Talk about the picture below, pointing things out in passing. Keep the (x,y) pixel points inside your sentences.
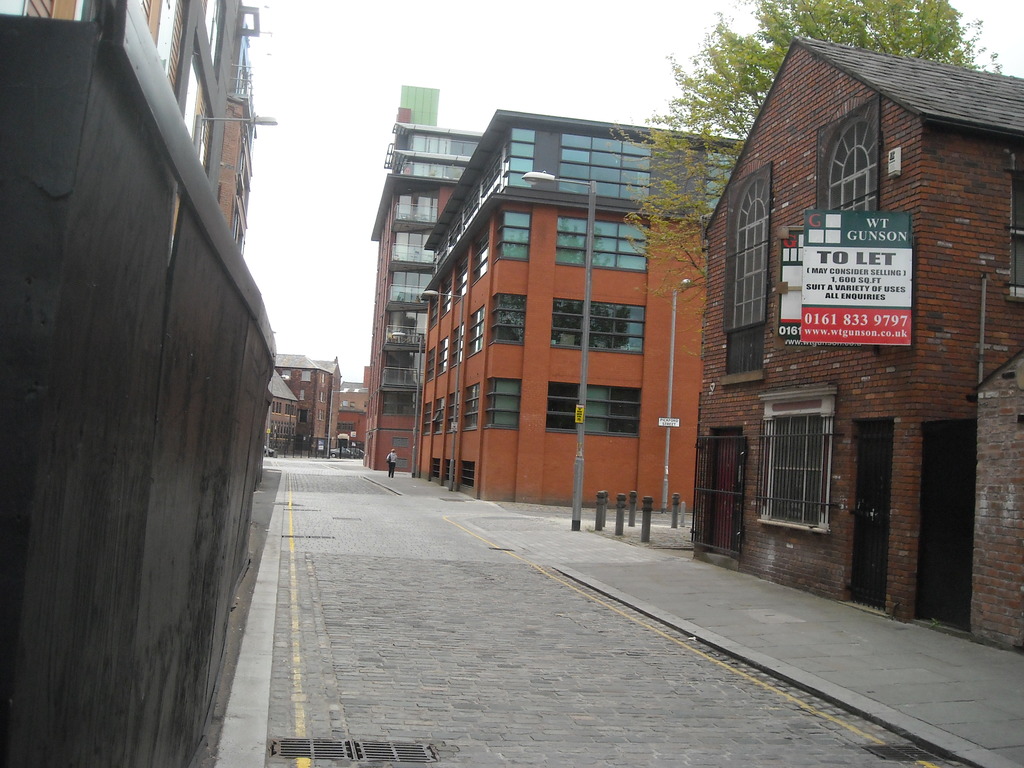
In this image there is a road (346,572) in the middle (361,494). There are buildings (401,277) on either side of the road (379,618). On the footpath (668,534) there are light poles (593,234). At the top (325,48) there is the sky (314,42). Beside the house (754,129) there is a tree (748,63).
